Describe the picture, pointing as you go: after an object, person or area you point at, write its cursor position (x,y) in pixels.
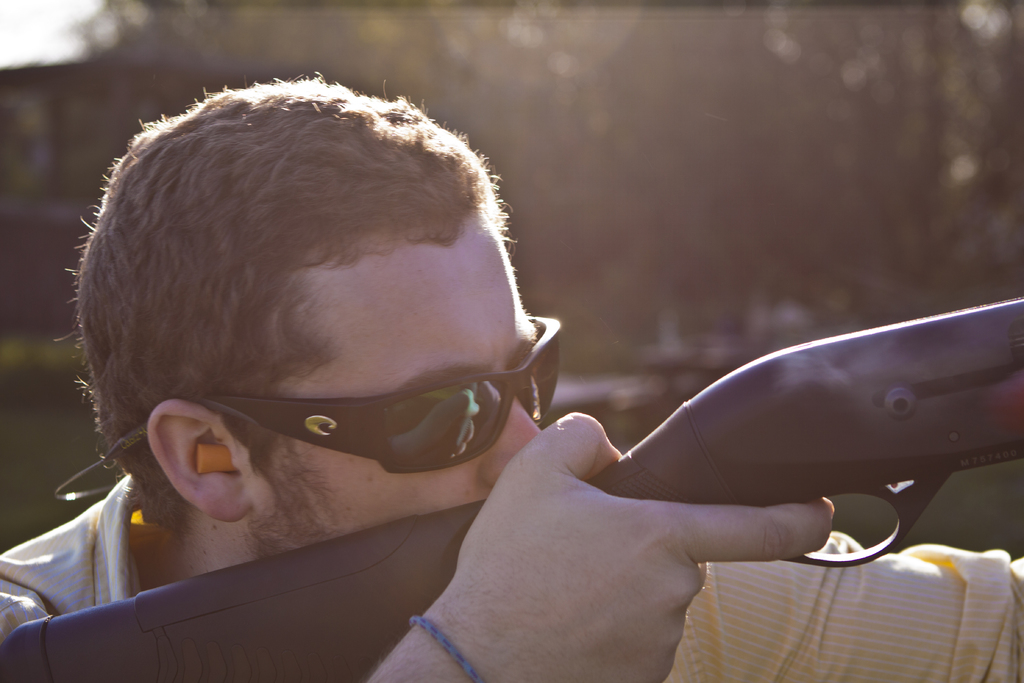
In this image, we can see a man (352,526) is holding a gun (912,415) and wearing goggles (391,410). Background (11,484) there is a blur view.
